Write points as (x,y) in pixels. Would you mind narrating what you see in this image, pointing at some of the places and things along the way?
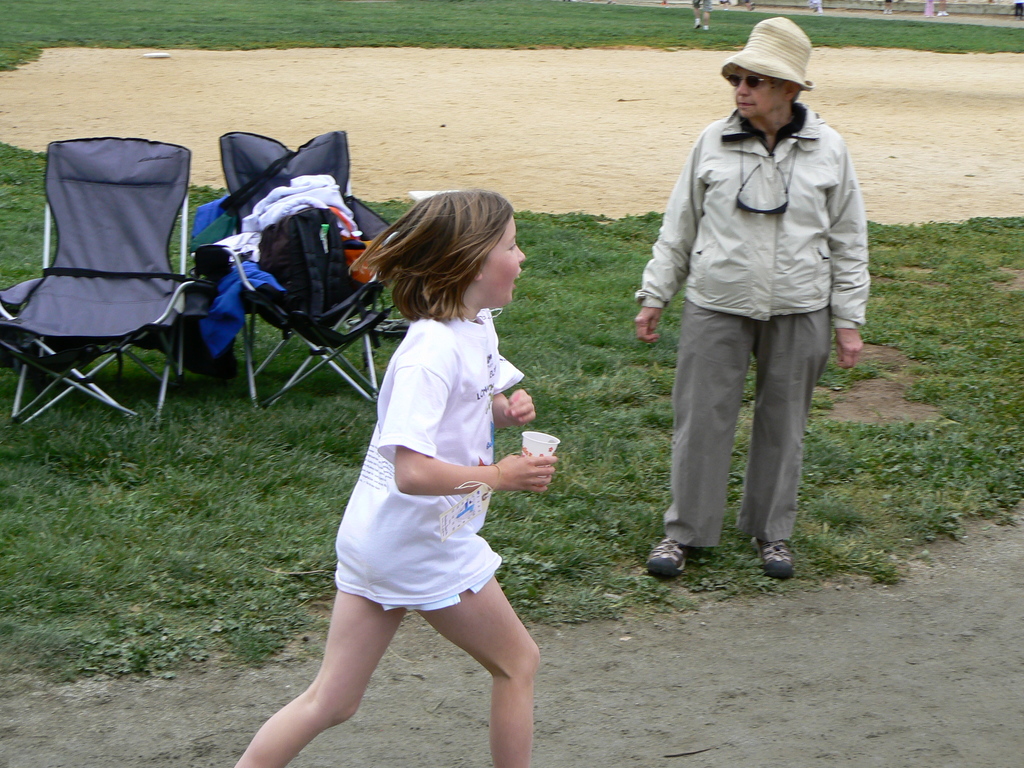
In this image we can see there are two people (699,373), one is standing on the grass (737,537) on the ground (830,527) and another girl (372,565) is running on the path (843,662) of the road (929,605). On the left side of the image (105,283) there are two chairs (147,309), in the one of the chair (230,167) there is a bag (302,230) and clothes (307,192). In the background (280,52) there is a ground (543,7).
